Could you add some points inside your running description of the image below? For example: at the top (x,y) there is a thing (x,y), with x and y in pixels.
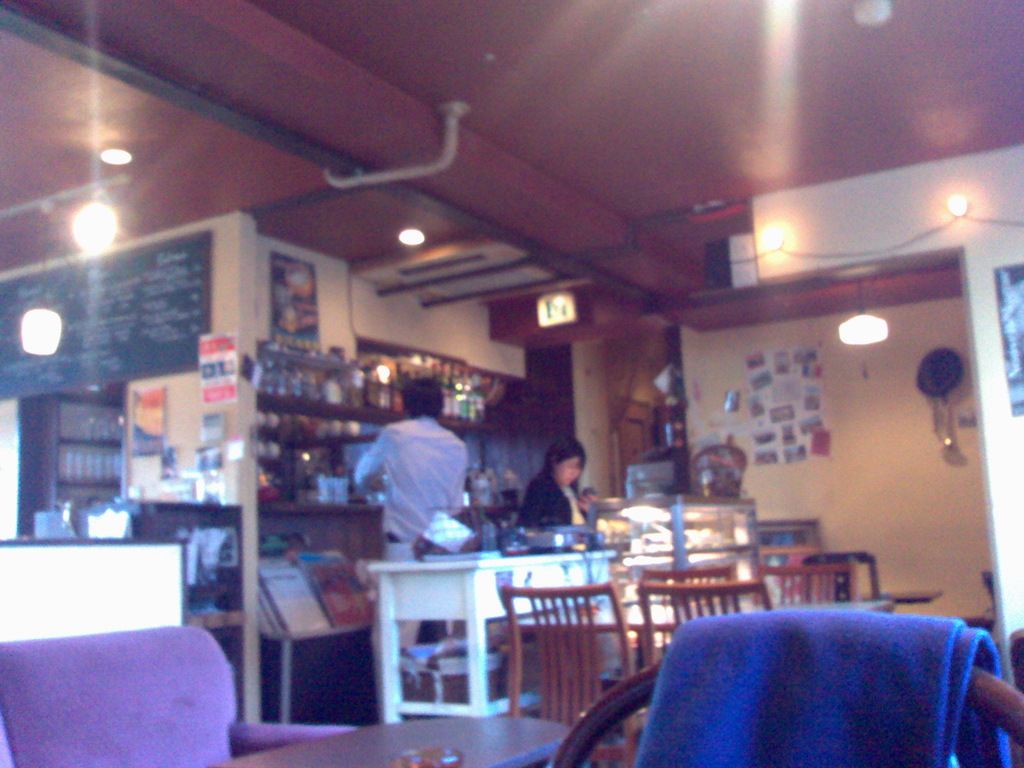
In this image, we can see some chairs (684,588) and we can see some tables (395,763), there are two persons (444,446) standing, we can see some lights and there are some food items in the containers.
